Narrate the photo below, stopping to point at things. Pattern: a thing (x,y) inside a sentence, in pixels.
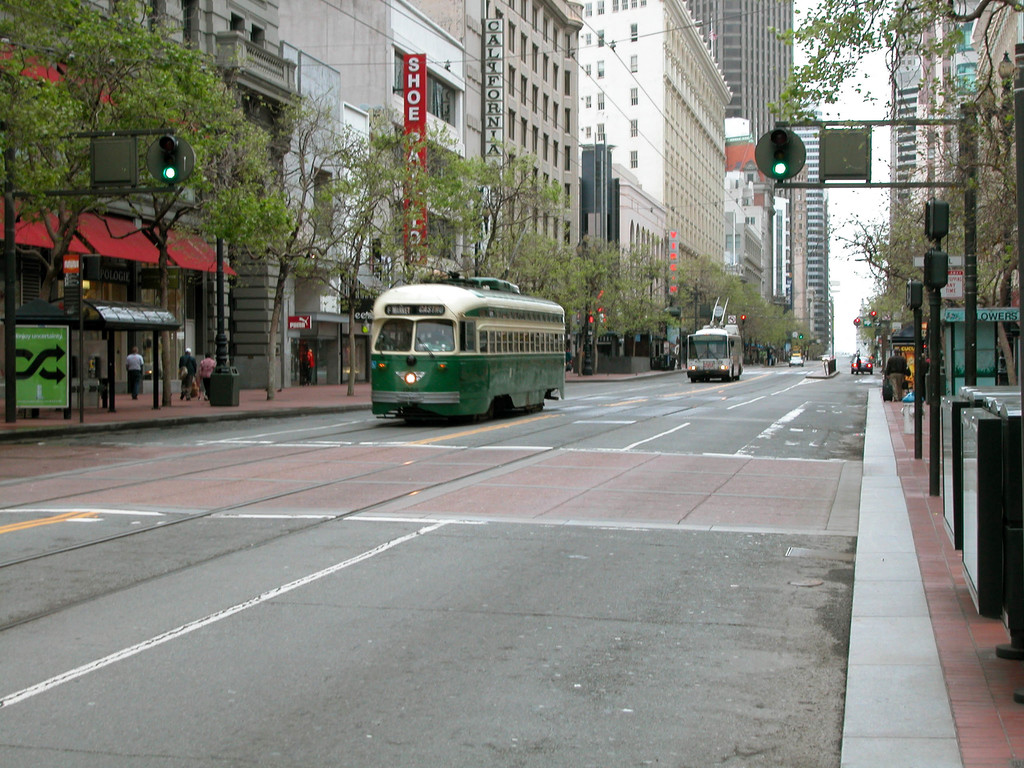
There are vehicles (383,380) on the road (434,546). Here we can see trees (552,284), poles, boards (863,134), and few persons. There are buildings (647,151). In the background (858,267) we can see sky (886,97).
